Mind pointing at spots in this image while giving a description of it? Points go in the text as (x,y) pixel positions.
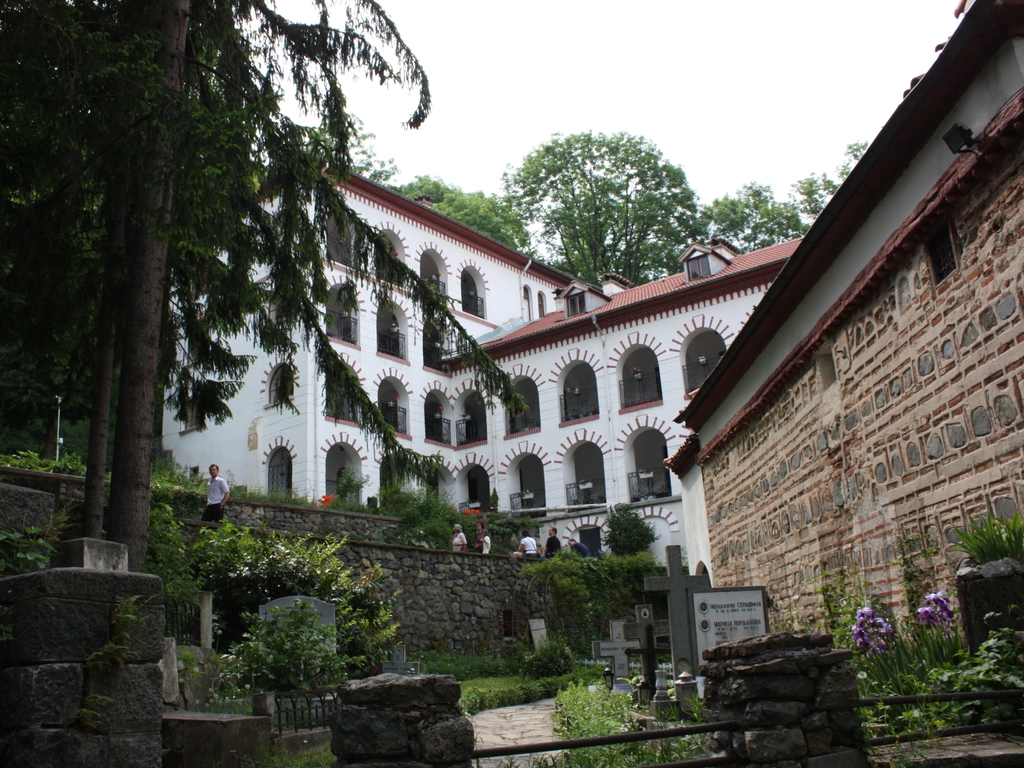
In this image we can see a building (654,412), in front of the building (746,443) there are few trees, plants (286,551), a board (718,626) with text (740,607), few people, a cross symbol (684,643) and a tree (145,282) and in the background (434,186) there are trees (618,218) and sky (623,52) on the top (646,45).
